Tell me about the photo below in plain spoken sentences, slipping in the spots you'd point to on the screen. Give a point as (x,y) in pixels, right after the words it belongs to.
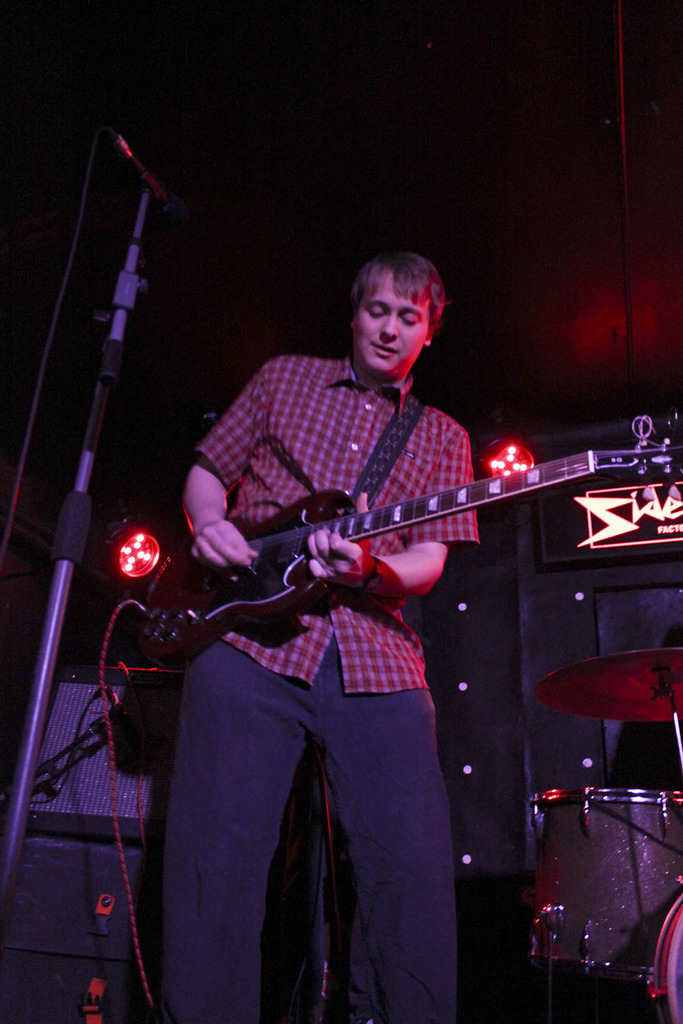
In the center (300,391) we can see one man (286,445) standing and holding guitar (303,596). And back of him we can see some musical instruments (556,679).
